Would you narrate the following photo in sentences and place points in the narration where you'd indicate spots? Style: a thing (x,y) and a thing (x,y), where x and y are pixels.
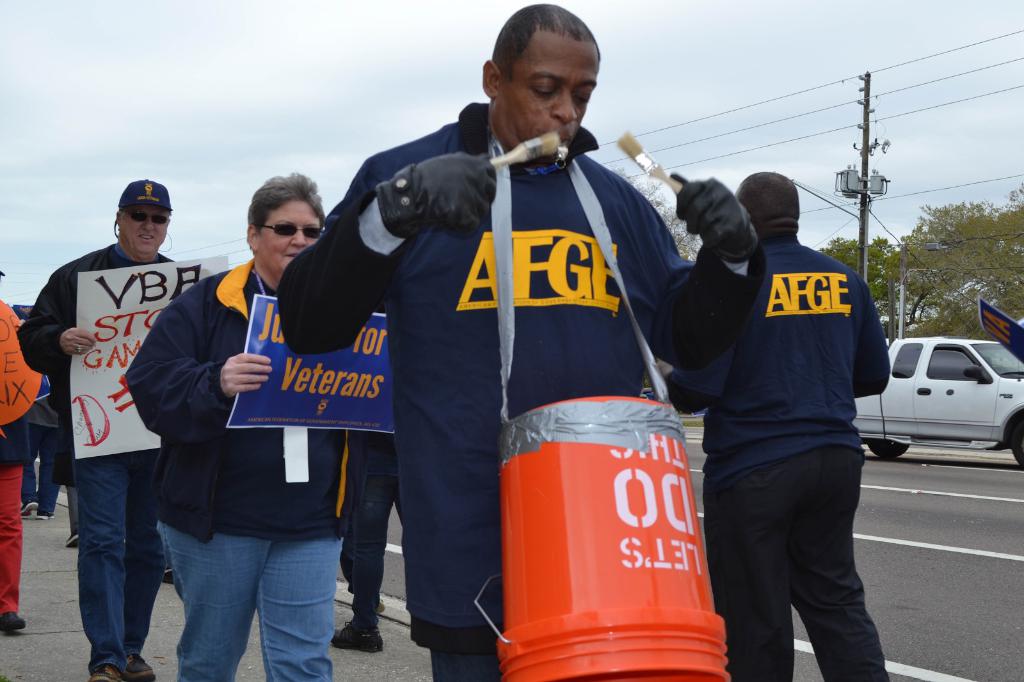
In this image I can see the group of people (458,471) with navy blue color dresses (331,473). I can see these people (251,459) are holding the papers (118,432) and pamphlets (273,355). I can see one person (411,412) wearing an orange color bucket (595,533) and holding the brushes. To the right (933,424) I can see the truck (918,441) on the road (903,544). In the background (867,195) I can see the pole (867,195), many trees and the cloudy sky (347,40).
